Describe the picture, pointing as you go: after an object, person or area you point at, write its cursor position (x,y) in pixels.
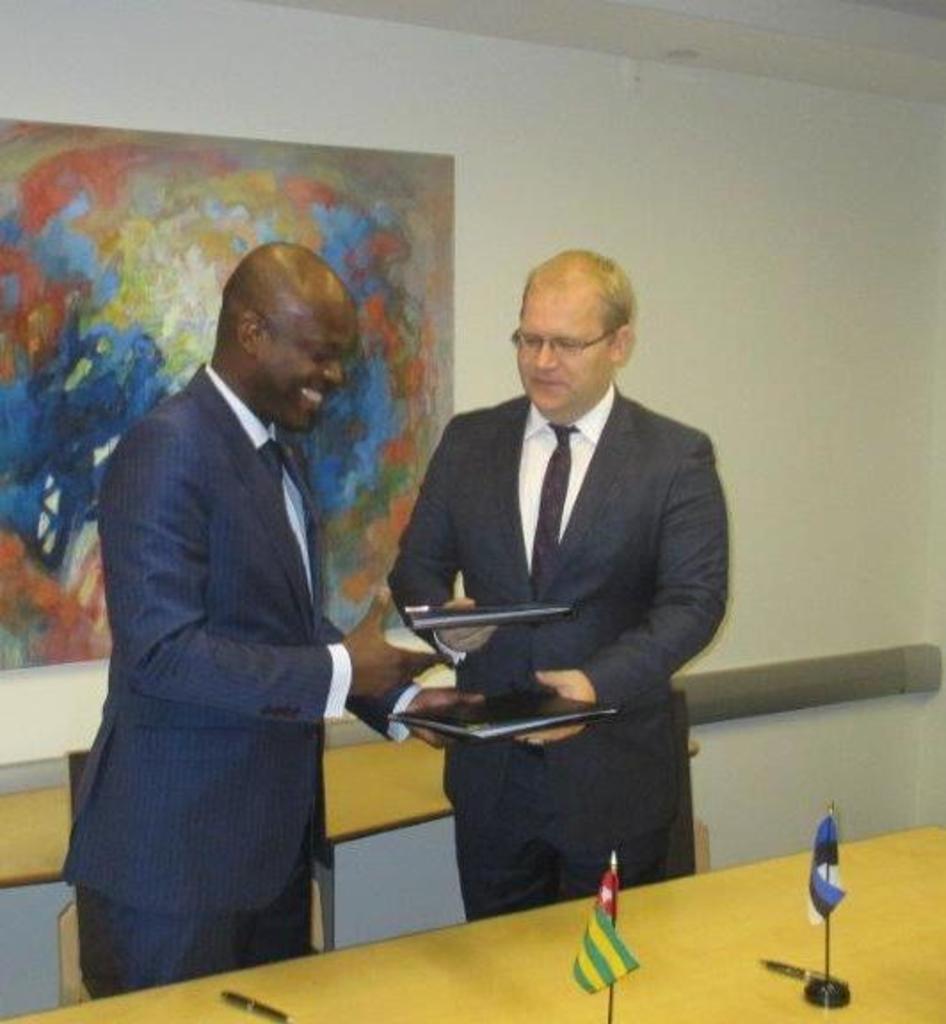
Here in this picture we can see two men (454,432) wearing suits (466,504) and spectacles (616,332) standing over a place and exchanging some files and we can see both of them are smiling and in front of them we can see a table (926,834), on which we can see a couple of pens (231,998) and flag posts (620,934) present and behind them we can see chairs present and on the wall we can see a painting (53,243) present.
